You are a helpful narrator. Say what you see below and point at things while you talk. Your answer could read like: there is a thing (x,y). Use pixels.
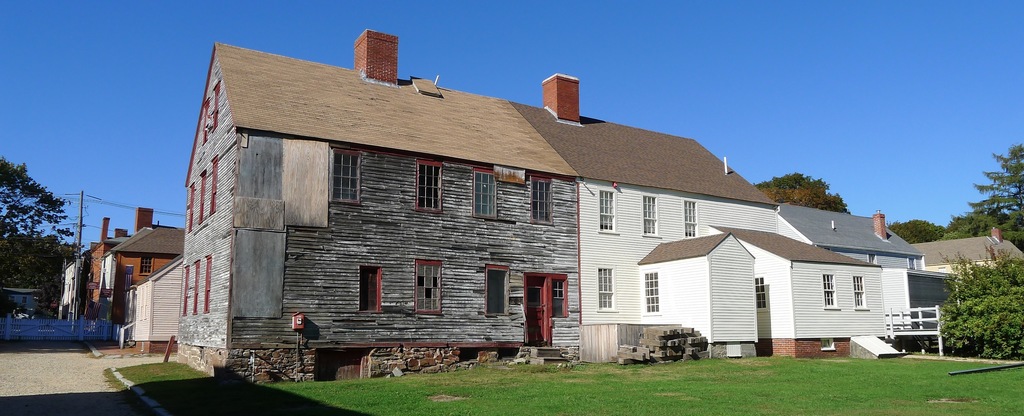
In this image we can see wooden houses (143,301), grass (878,373), current poles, wires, trees (15,270), fence (56,332) and the blue color sky (155,169) in the background (986,20).
